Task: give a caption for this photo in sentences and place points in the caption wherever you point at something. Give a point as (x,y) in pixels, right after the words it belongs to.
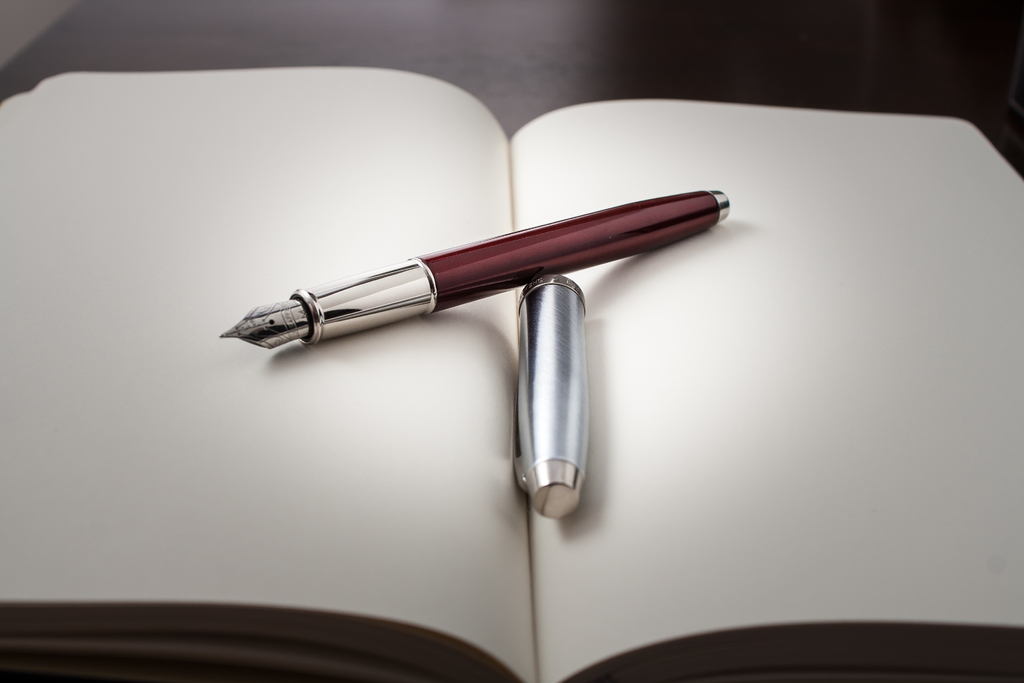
In this picture there is a book (380,443) on the table (884,100) and there is a pen (653,242) and cap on the book (476,488).
